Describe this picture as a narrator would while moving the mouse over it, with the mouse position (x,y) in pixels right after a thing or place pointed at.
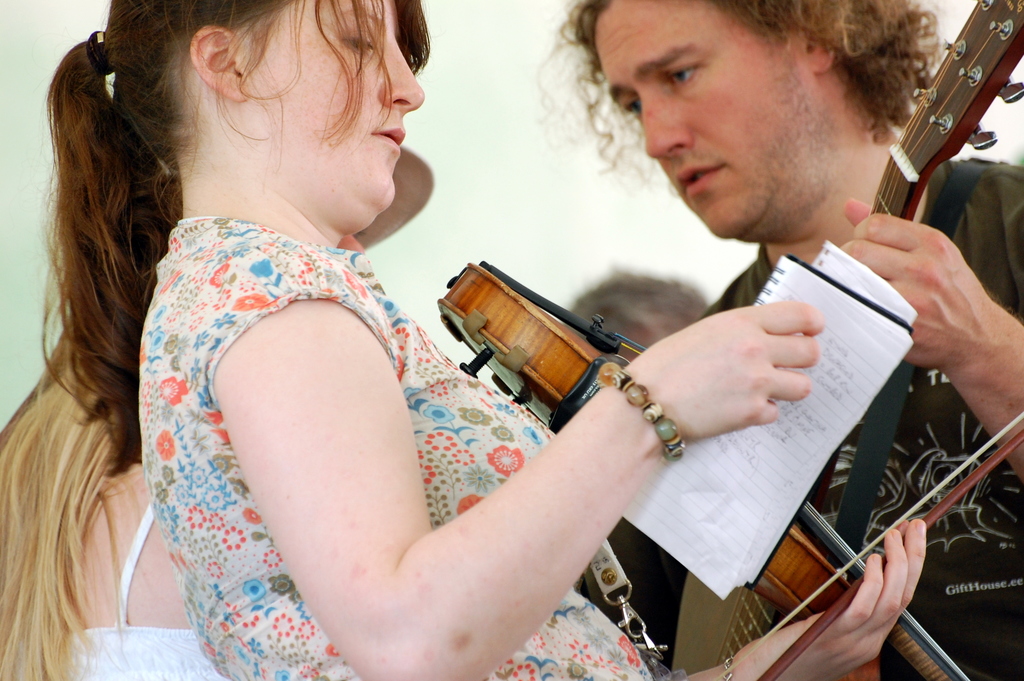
In the center of the image (363,264) we can see woman (385,580) standing and holding a paper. On the right side of the image (965,141) we can see man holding a guitar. In the background (538,228) we can see wall (538,228).
